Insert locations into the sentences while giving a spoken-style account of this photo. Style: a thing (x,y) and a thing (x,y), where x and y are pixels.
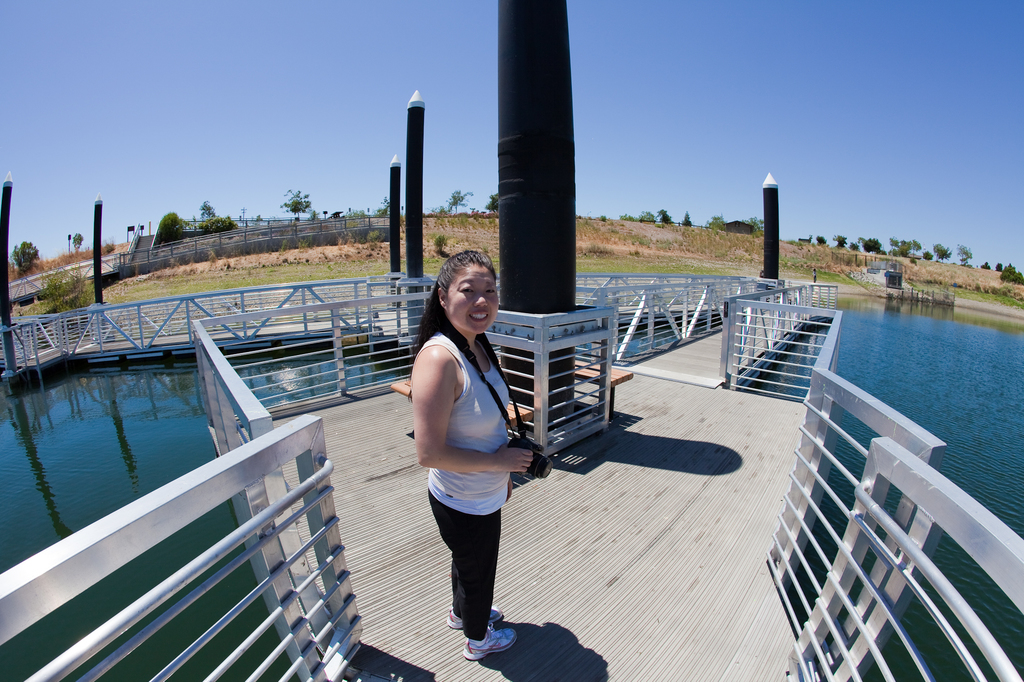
In this image I see a woman (469,478) who is wearing white top (455,492) and black pants (481,559) and I see that she is smiling and I see that she is holding a camera (536,446) in her hand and I see the platform (645,578) and I can also see the water (969,678). In the background (134,159) I see the black poles (8,339), ground (705,255) over here on which I see the trees (919,246) and I see the clear sky (931,41).
